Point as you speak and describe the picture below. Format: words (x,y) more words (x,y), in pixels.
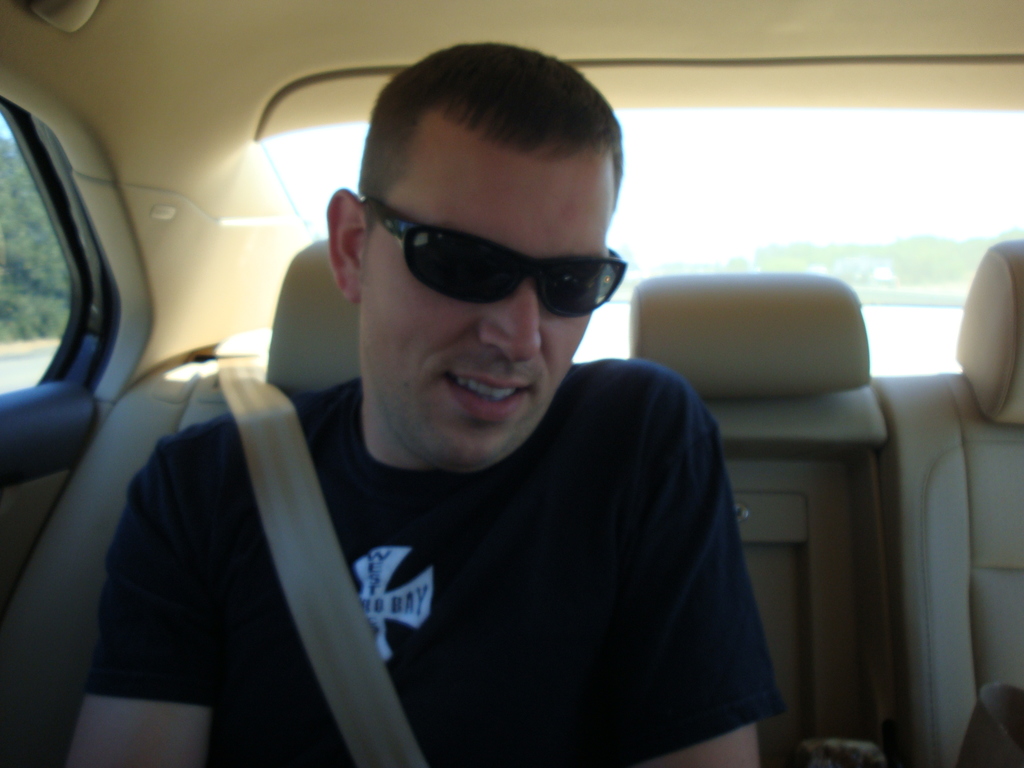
In this image there is a man (634,573) sitting on car (197,391) wearing a spectacle (568,297), on the left side (50,237) there are some trees (39,215).
